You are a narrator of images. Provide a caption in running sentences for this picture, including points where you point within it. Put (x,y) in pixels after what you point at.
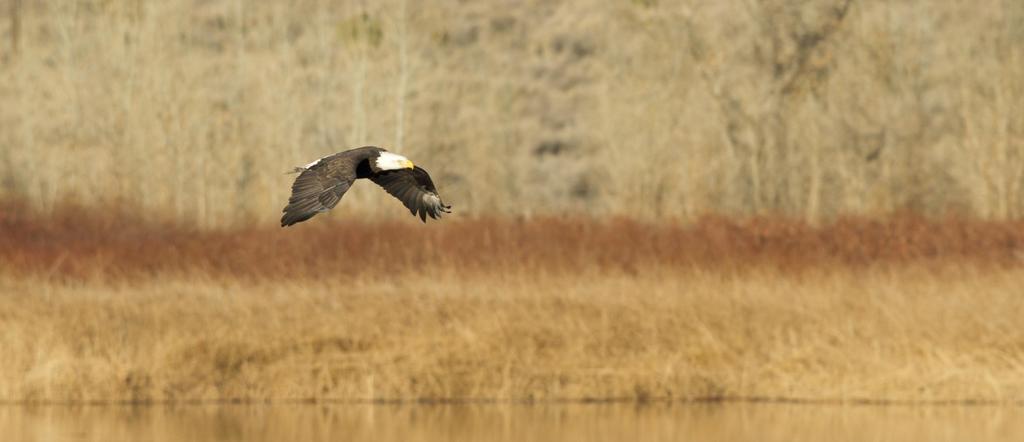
In this picture we can observe an eagle (352,179) flying in the air (284,175). This eagle (337,189) is in white and brown color. We can observe some water (331,423). In the background (672,312) there is some dried grass (530,253) and trees (423,101).
